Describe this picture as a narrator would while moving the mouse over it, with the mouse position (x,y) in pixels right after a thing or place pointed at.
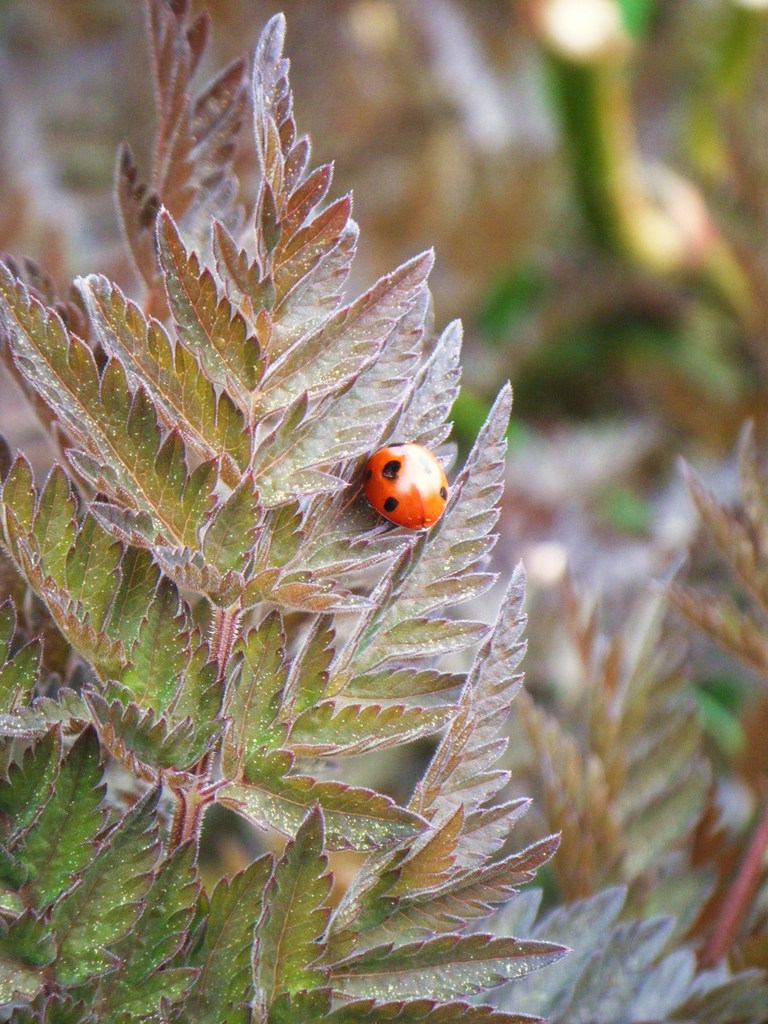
In this image in the foreground (236,582) there are some plants (372,524), on the plants (430,542) there is an insect (418,507) and in the background (576,342) there are plants (477,216).
